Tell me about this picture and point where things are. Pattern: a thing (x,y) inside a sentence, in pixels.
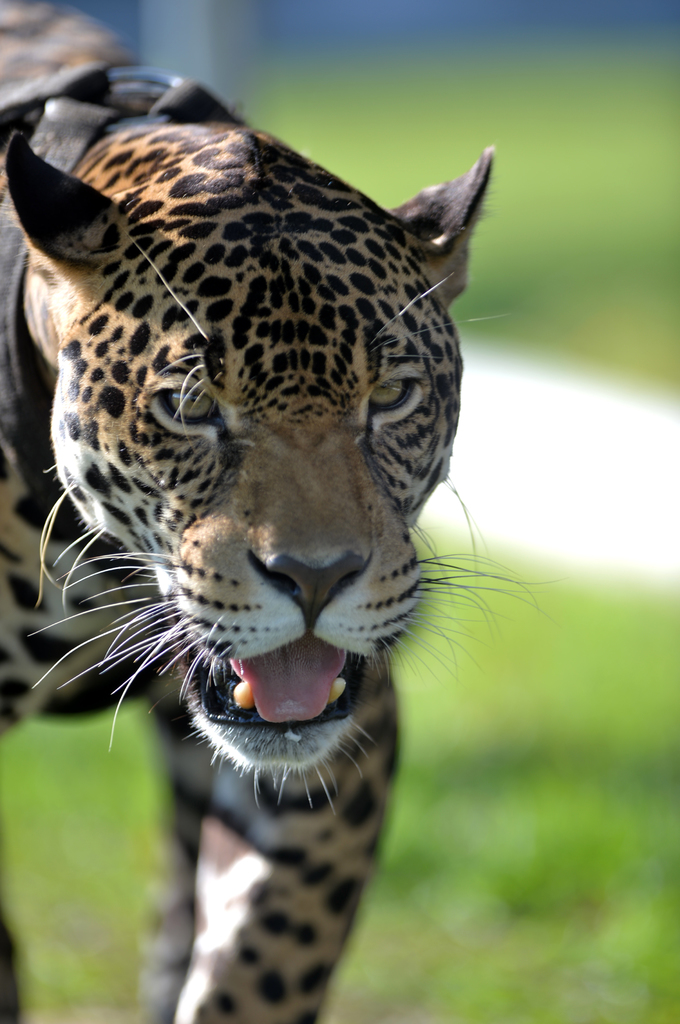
In this picture there is a jaguar (209,893) on the left side of the image (211,895). On the right side of the image (566,874) the image is blurry. At the bottom (579,943) there is grass (563,754).
